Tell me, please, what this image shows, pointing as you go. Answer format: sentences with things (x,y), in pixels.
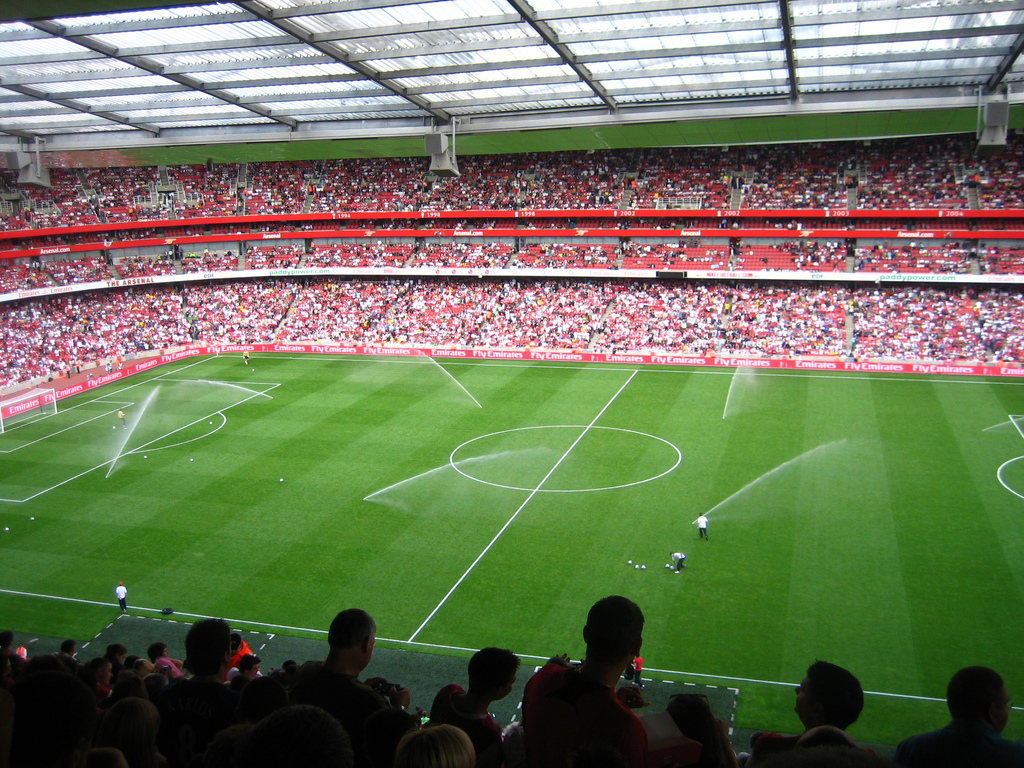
This picture looks like a stadium (422,544), we can see many people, among them some people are on the ground (226,495) and some people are sitting on the chairs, we can see some balls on the ground (360,425), at the top (210,91) we can see some metal rods (686,0).
